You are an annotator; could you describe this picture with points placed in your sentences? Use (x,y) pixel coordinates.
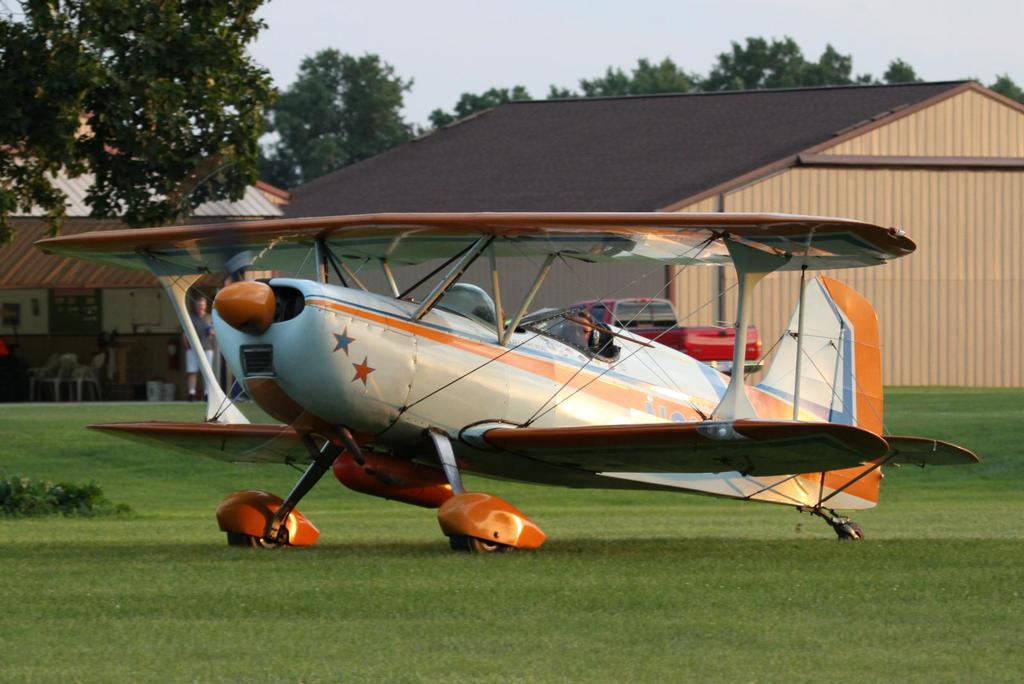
In this image we can see a person (584,346) wearing headphone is sitting in an airplane (464,398) placed on the ground (579,593). On the left side of the image (44,380) we can see a person (212,344) standing, some chairs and containers (159,397) placed on the ground (73,403). In the background (613,174), we can see a group of buildings (568,209) with roofs (726,186) and group of trees (85,28). In the center of the image (679,353) we can see a vehicle (712,344). At the top of the image (936,74) we can see the sky (507,50).
